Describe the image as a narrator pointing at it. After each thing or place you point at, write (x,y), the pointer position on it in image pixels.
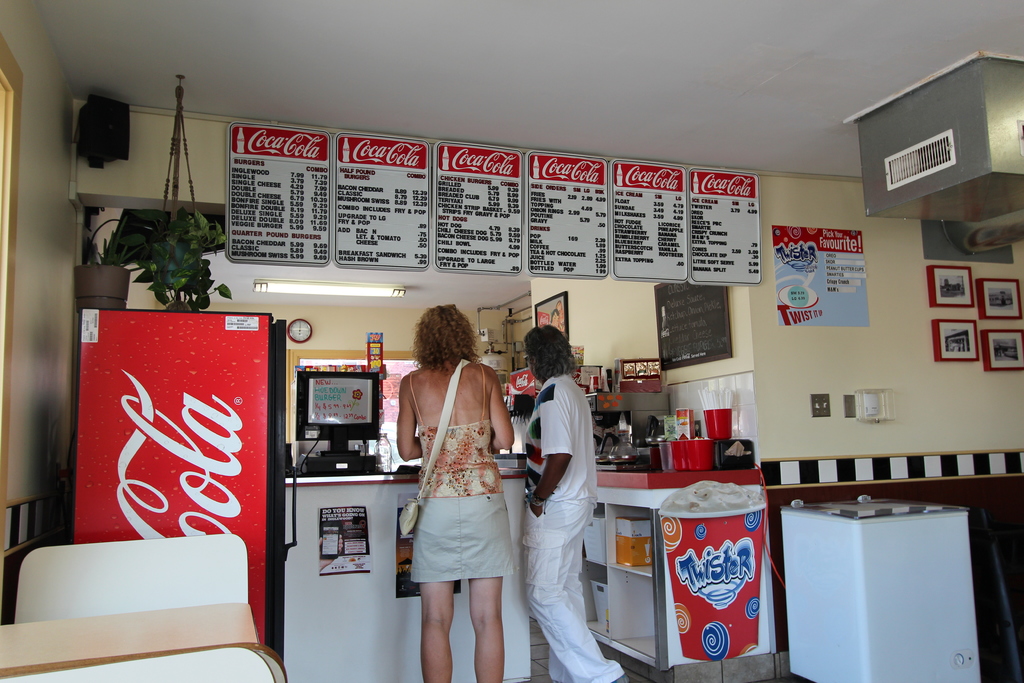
In this picture there is a woman (497,661) and a man (544,382) standing in the fast food restaurant (328,502). Above there are some menu cards (466,270). In the front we can see the black computer (343,426), red color refrigerator (233,461). On the right side (858,619) there is a white color refrigerator (853,533). Behind there is a yellow color wall (877,347) with some photo frames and ac vent (898,121).
